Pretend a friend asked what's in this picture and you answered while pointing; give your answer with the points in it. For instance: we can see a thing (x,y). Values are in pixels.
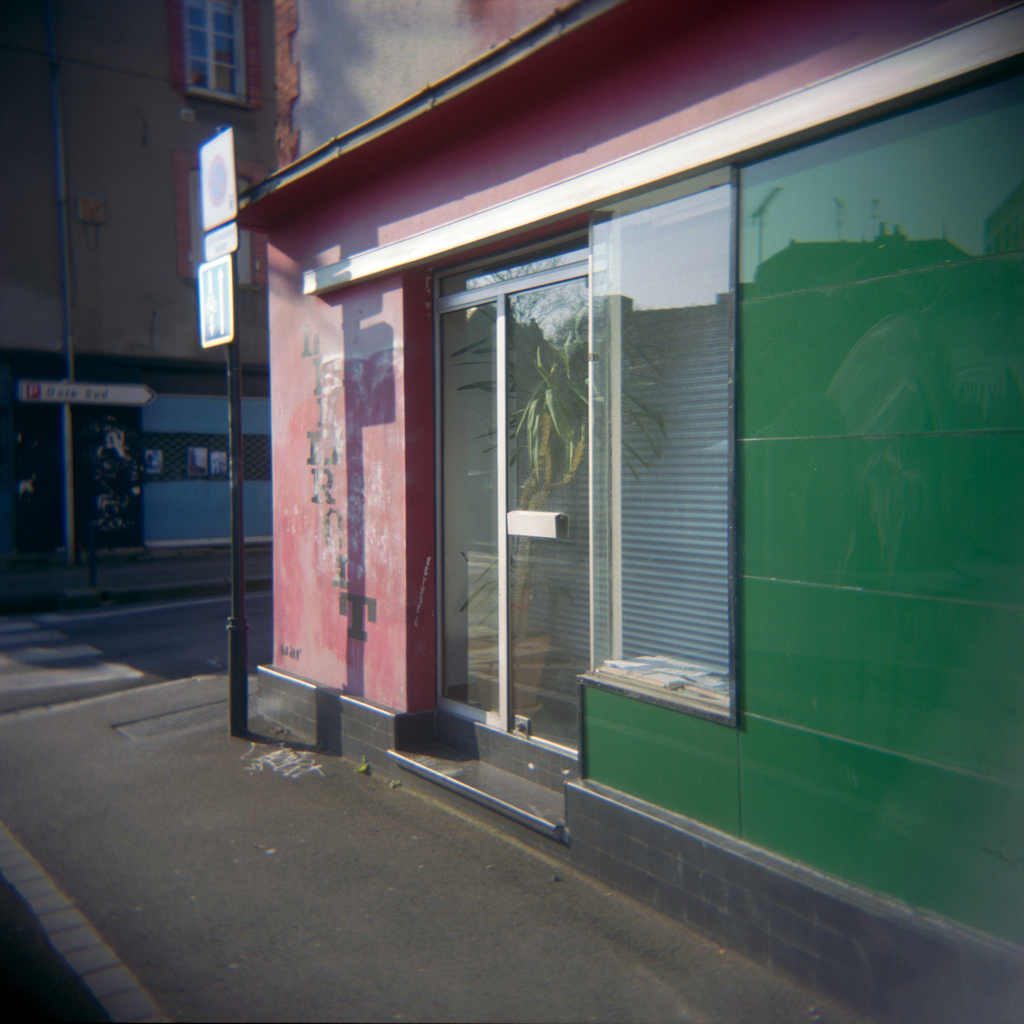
In this image I can see the side walk (218,864), the road (88,680), a pole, few boards (207,312) and few buildings (334,265). I can see the window (217,58) and a glass door (495,420) through which I can see a tree (546,385).
